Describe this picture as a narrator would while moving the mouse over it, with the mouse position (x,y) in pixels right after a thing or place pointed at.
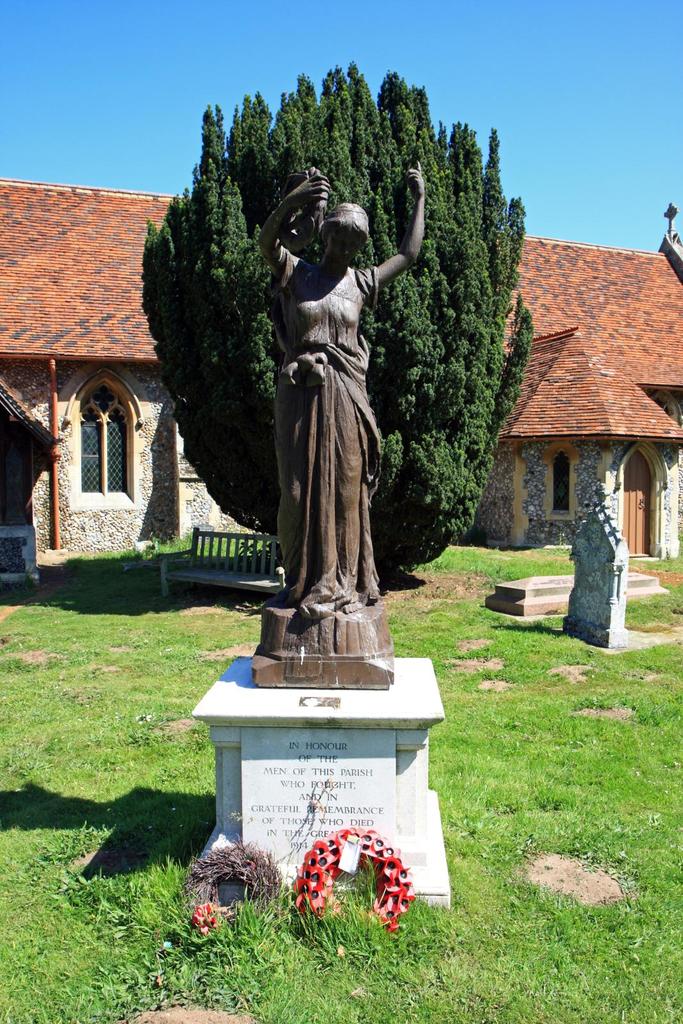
In this image we can see statue (332,431), pedestal (339,781), wreaths (271,875) on the ground (156,924), bench (214,559), building (45,339), laid stone (534,601), grave (551,591) and sky (580,133) in the background (580,133).
